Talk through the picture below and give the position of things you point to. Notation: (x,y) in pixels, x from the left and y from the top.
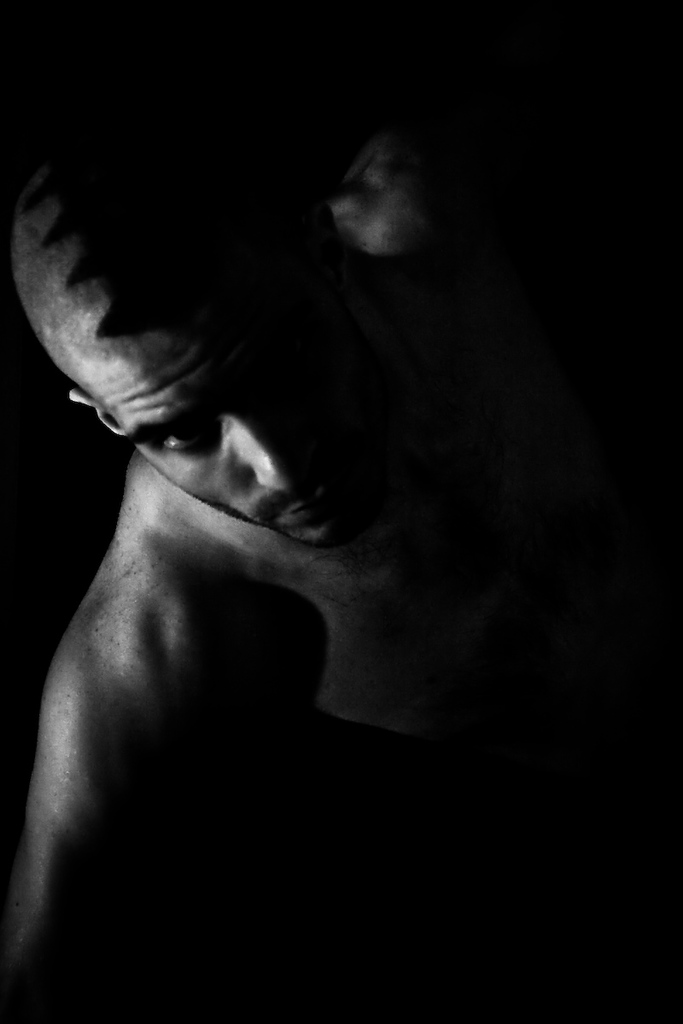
In this picture I can see a man (411,736) and I can see a black color background (27,76).
